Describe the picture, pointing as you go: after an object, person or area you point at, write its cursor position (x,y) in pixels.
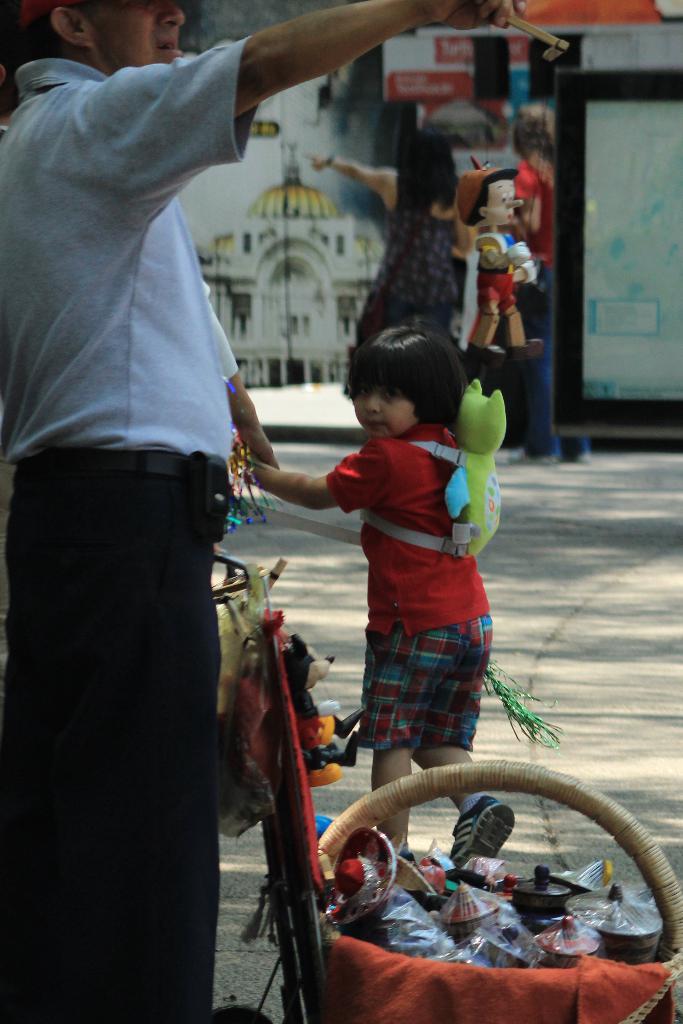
On the left side of the image (117,595) we can see one person (95,638) is standing and he is holding some objects (233,461). In front of him, we can see one baby wheelchair (312,881). In the baby wheelchair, we can see some objects (387,880). In the center of the image (399,605) we can see one kid (422,624) is walking and wearing a green bag (456,544). And we can see the kid (449,557) is holding one person hand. In the background (239,314) there is a wall (656,43), one cartoon character (487,169), two persons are standing, banners (571,198) and a few other objects (560,193).
